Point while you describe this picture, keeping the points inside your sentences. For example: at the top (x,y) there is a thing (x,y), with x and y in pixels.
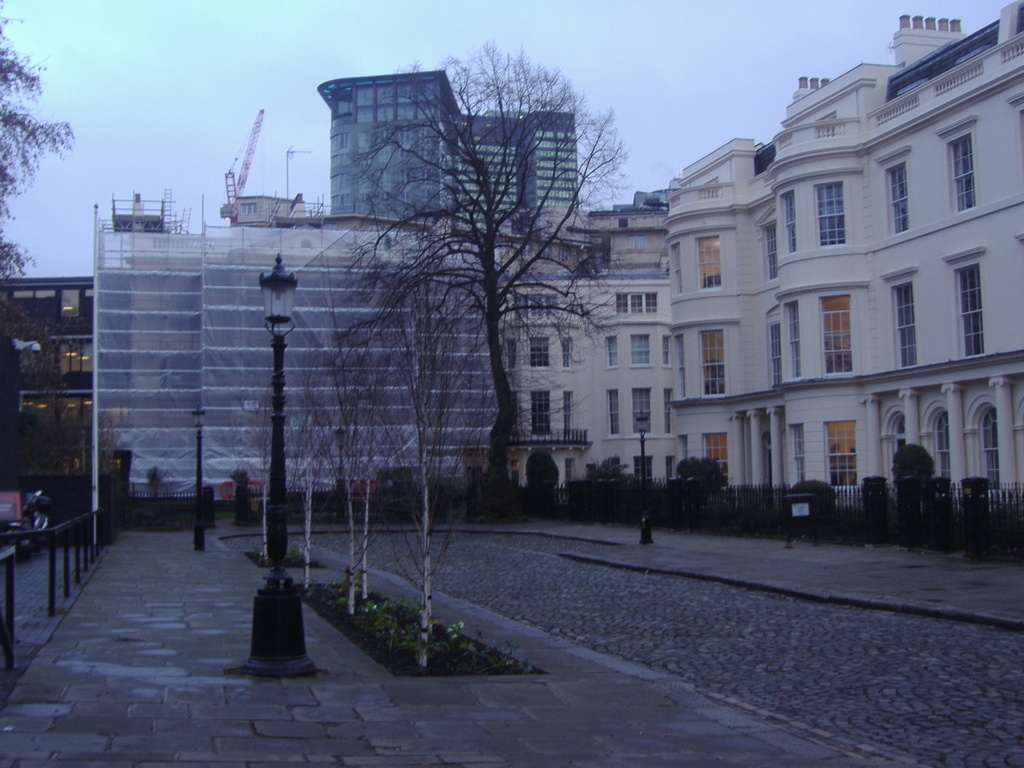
As we can see in the image there are buildings (887,315), trees (454,321), street lamp (283,583) and on the top (551,45) there is sky (502,40).
